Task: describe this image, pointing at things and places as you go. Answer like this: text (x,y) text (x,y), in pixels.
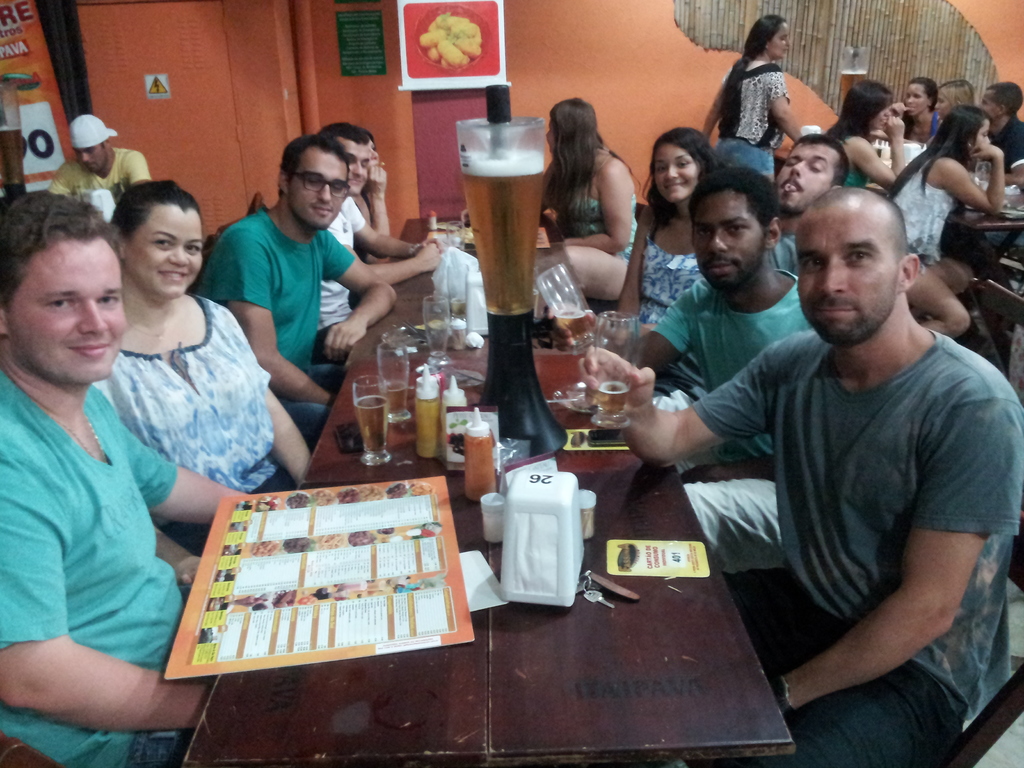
In this image I see number of people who are sitting on the chairs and I see few of them are smiling and I can also see that there are tables (410,462) in front of them and there are glasses (561,272), bottles (418,440) and papers (462,462) on it. In the background (658,15) I see a woman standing over here and the wall (88,39).
